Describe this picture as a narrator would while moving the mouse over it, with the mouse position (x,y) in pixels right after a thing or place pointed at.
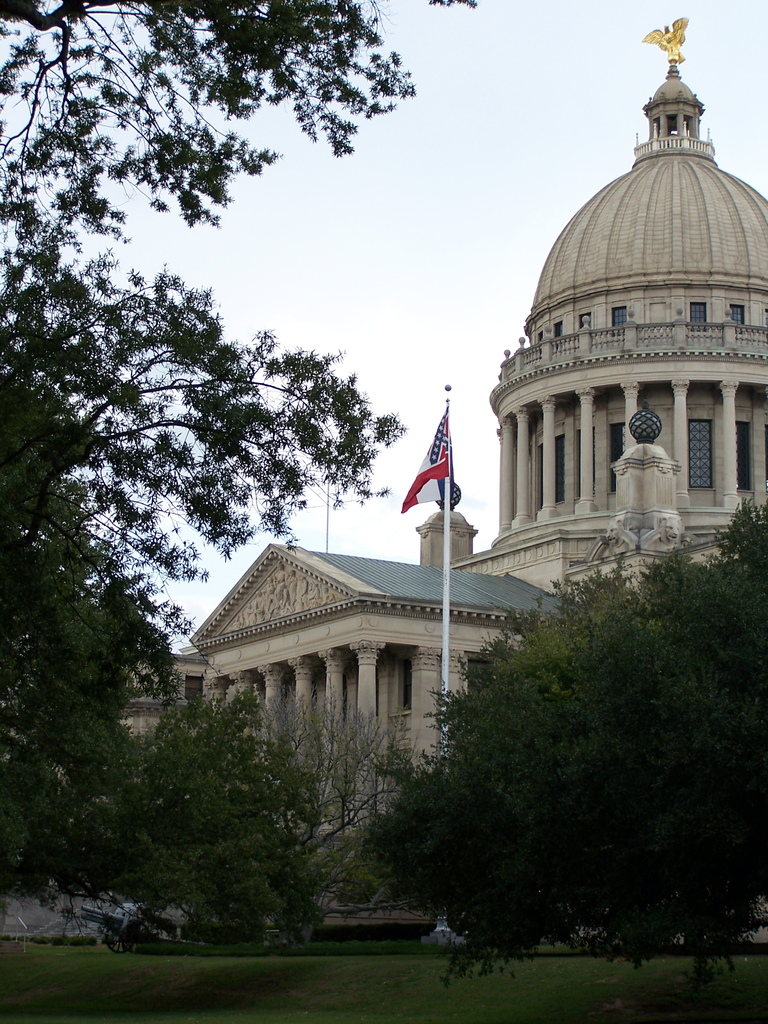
In the foreground (442,779), I can see grass (573,993), plants (355,840), trees (398,832) and a flagpole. In the background (287,695), I can see buildings (440,651), pillars (581,436), statue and the sky (429,364). This picture might be taken in a day.
